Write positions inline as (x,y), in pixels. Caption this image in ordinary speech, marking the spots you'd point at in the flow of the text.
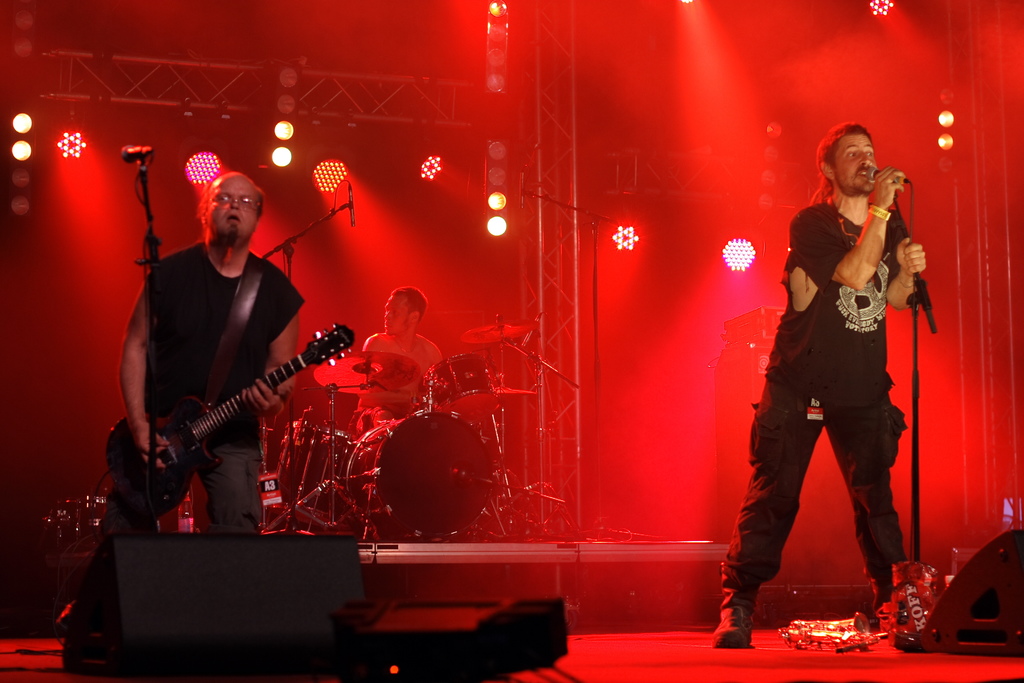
In this picture we can see two persons (857,155) standing in front of mike (145,153). He is playing guitar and he is singing on the mike (869,179). On the background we can see a man (369,365) who is playing drums (476,375). And these are the lights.
